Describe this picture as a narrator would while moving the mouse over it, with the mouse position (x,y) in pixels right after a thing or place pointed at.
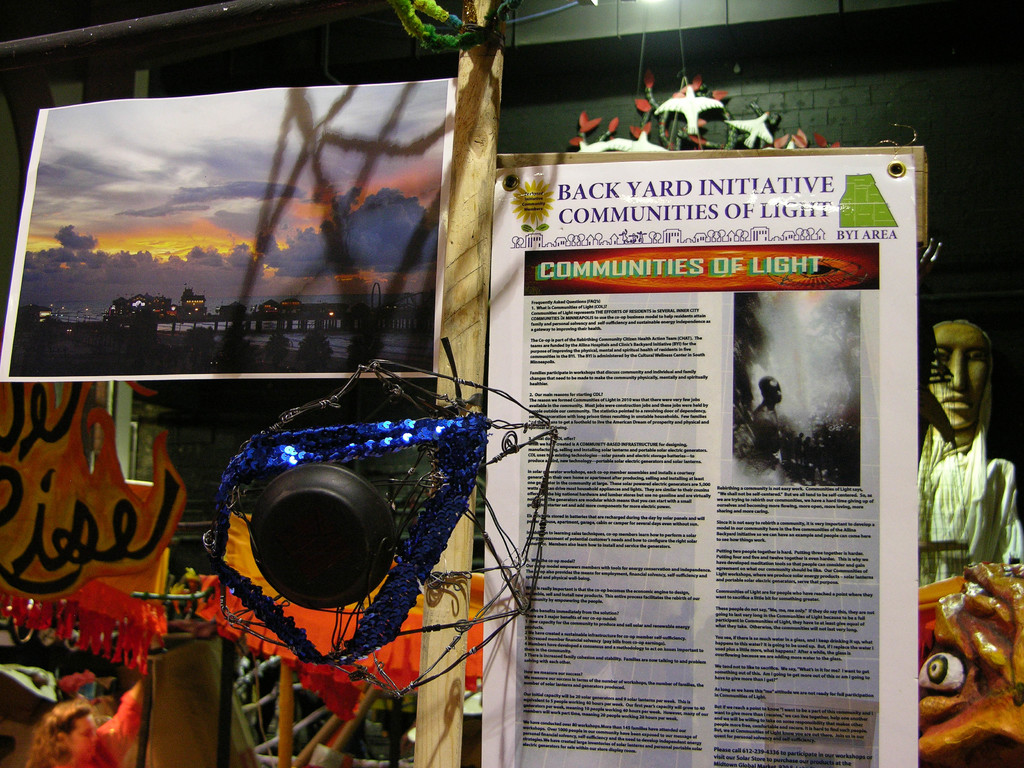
In this image we can see a banner (712,470) on which we can see some edited text (541,655). Here we can see some object (429,420), board (340,245), wooden stick (483,261) and a few more objects (1014,655) and the black color wall (823,102) in the background (876,114).
